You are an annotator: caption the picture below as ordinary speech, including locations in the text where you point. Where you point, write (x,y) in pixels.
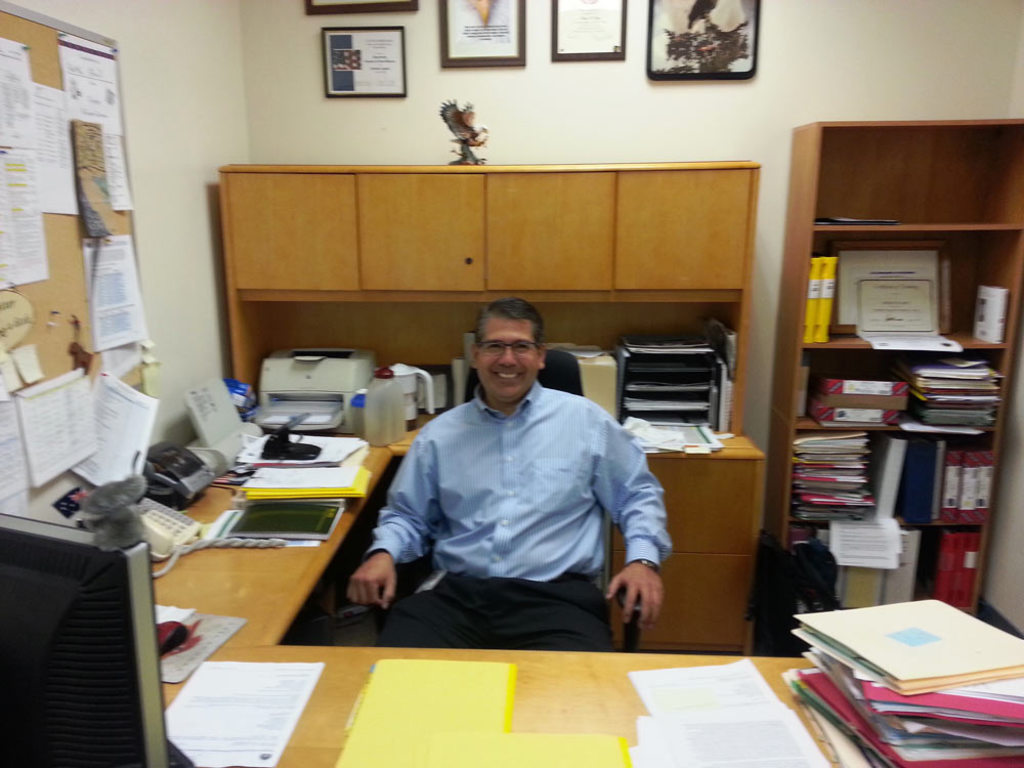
A picture inside of a room (149,627). On wall (348,102) there are different type of pictures (661,18). On this board (110,345) there are different type of notes (103,154) and papers (123,247). This man (520,482) is sitting on a chair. In-front of this man (471,508) there is a table (263,567), on a table (296,730) there are papers (260,742), telephone (166,516), printer (312,378), bottles (354,406), files (885,700), monitor (116,681) and device (272,523). This rack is filled with files (854,447).
